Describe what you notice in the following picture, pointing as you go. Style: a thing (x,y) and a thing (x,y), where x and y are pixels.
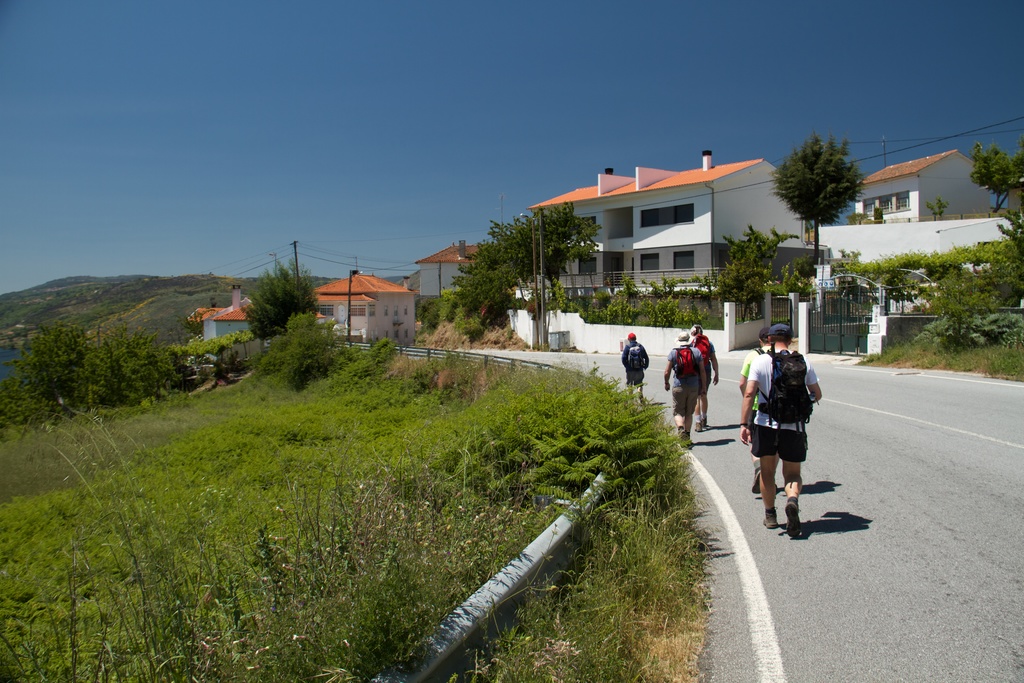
In the foreground of this picture (704,412), there are few men (795,458) walking on the ground (840,558). In the background (623,247), there are houses (638,253), trees (517,247), poles (540,269), railing (425,349), plants (325,419), mountains (147,297) and the sky (380,104).
